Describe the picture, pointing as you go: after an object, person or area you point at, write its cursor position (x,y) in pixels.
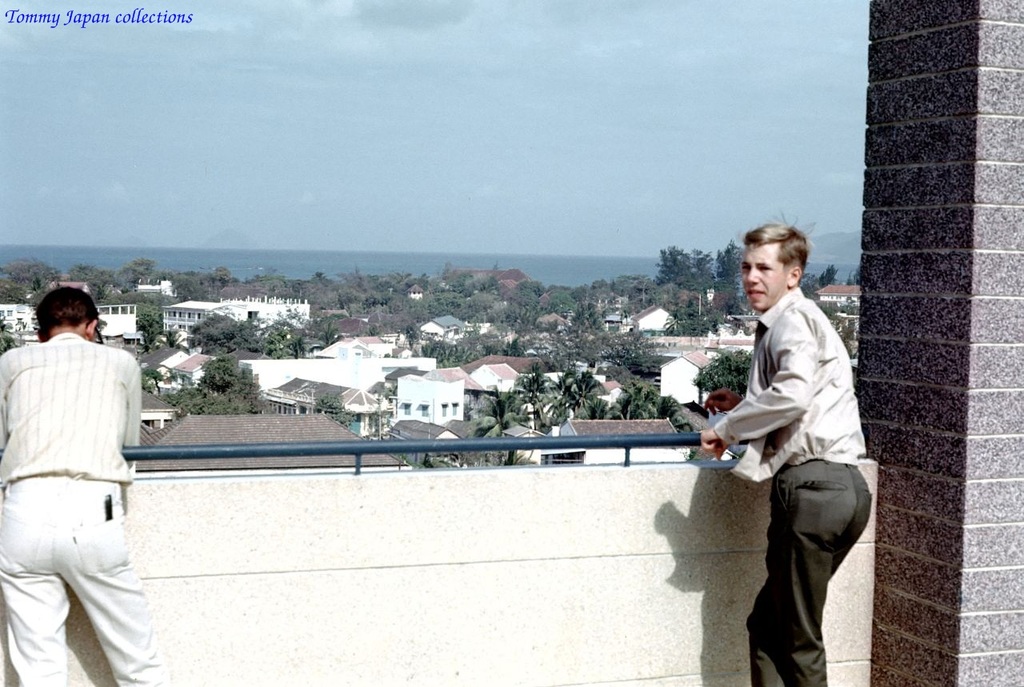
In this image there is one person (112,511) standing on the left side of this image (60,522) and one person (782,411) standing on the right side of this image (778,514) as well. There is a wall (581,572) in the bottom of this image (515,587). There are some trees (208,332) and buildings (450,374) in the background (459,347). There is a sky (382,143) on the top of this image (443,145).
